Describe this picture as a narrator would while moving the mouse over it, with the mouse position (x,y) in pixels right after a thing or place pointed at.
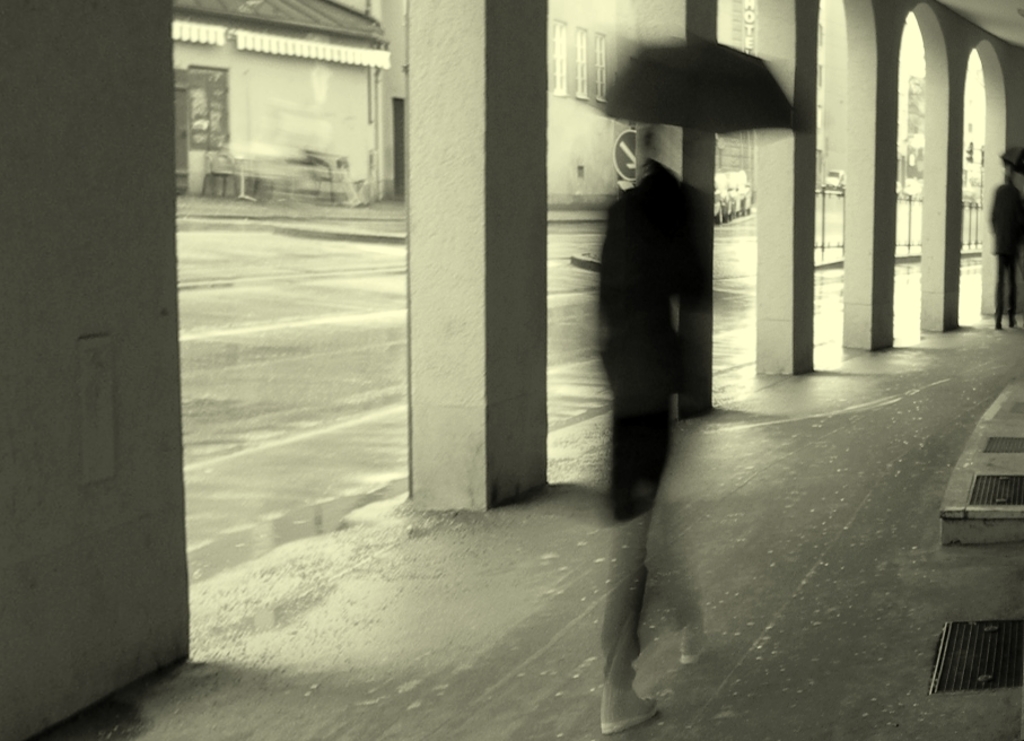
In this picture I can see there are few persons (627,399) walking here holding the umbrella (752,110) and in the backdrop (482,272) there are pillars (961,246) and there is a road (290,284) and other buildings (355,119).
